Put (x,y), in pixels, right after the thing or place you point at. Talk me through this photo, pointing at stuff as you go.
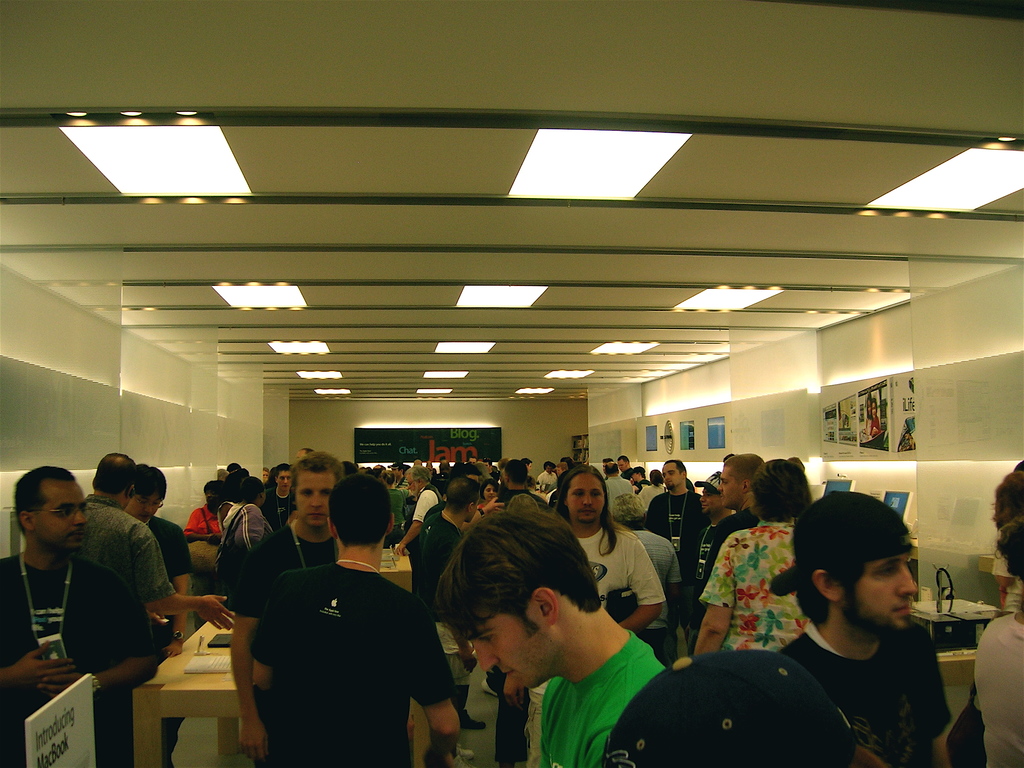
In this image I can see the group of people (472,617) standing. And these people (413,596) are wearing the different color dresses (277,507). In-between these people (347,627) I can see the table (198,687) and some papers (221,664) on it. To the left (87,719) I can see the board (52,728) and something written on it. In the back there is a board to the wall (300,426). To the right (861,427) I can see some papers (715,420) to the wall (623,390). In the top (399,232) I can see the lights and ceiling (424,295).
